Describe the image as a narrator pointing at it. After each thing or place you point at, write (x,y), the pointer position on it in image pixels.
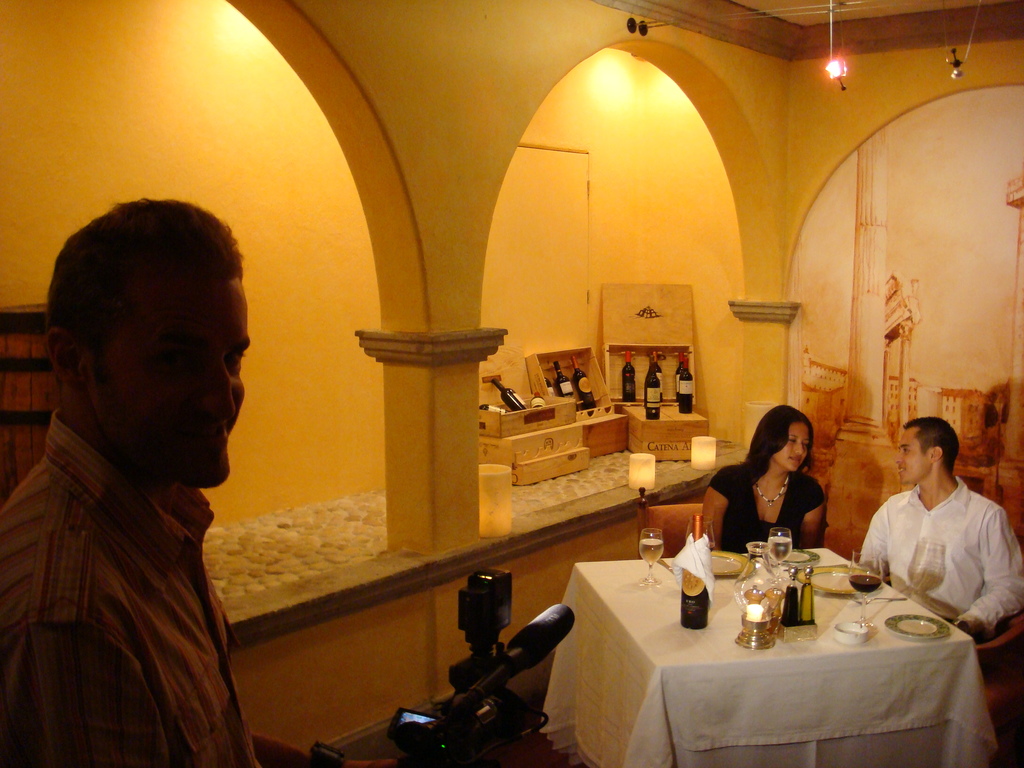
In this picture there is a man (967,532) and a woman (787,488) is sitting on the chair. There is a bottle (702,613), a glass (656,538) and a plate (896,626) on the table (732,638). To the left (89,450), there is a man (102,503) who is holding a camera (445,699). At the background (584,387), there are few bottles (626,394) in a box (640,388). There is a painting (888,351) on the wall (886,352). There is a bulb (844,66) hanged to the rod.
